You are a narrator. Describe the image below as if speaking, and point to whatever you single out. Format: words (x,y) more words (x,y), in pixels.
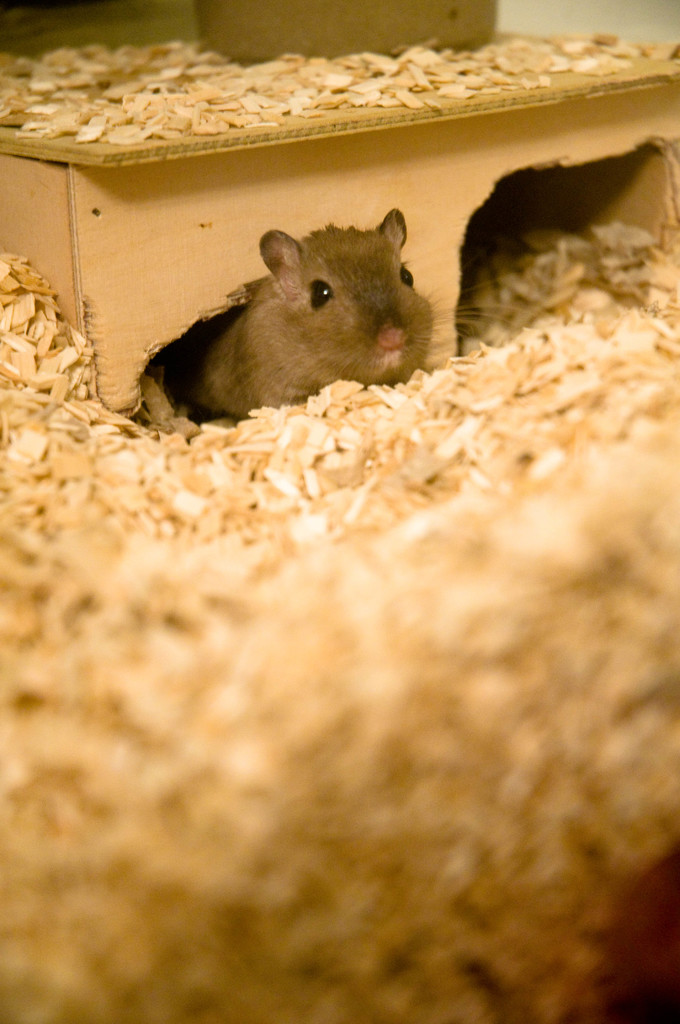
In this picture we can see a rat (318,360) under a wooden object (267,152). There are a few pieces of wood (205,87) on a wooden object (576,93) and throughout the image.
